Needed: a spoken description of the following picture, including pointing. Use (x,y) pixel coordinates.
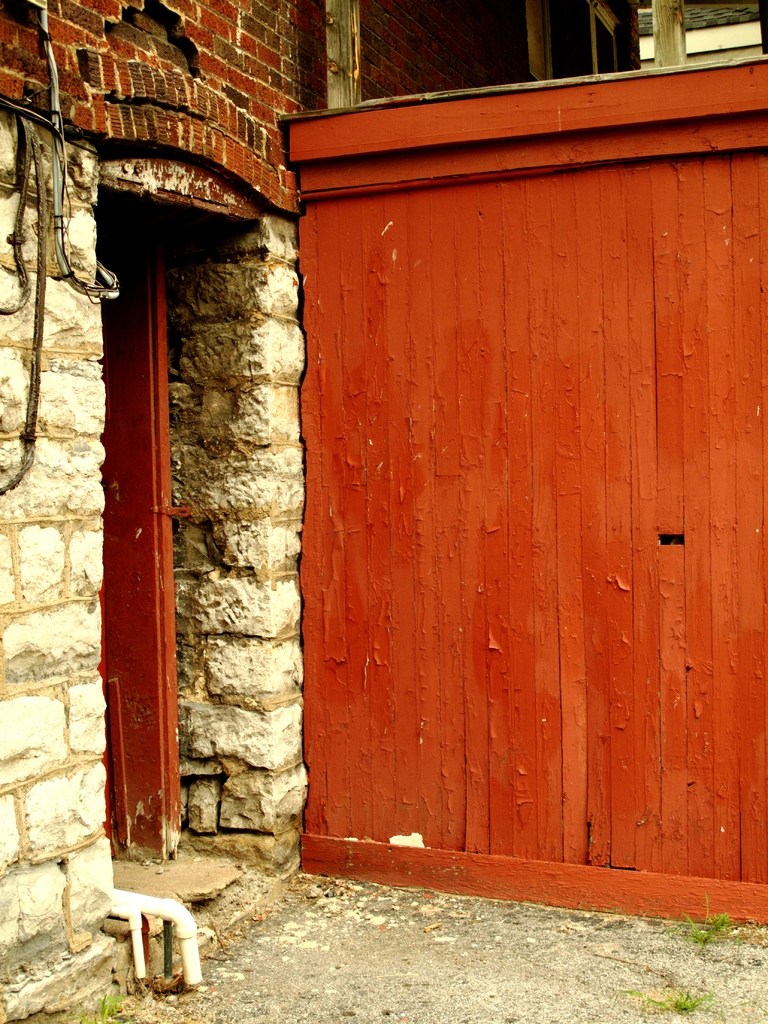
In this image, we can see a wall (171,298) and there is a door (161,369) and we can see some pipes (133,914). At the bottom (335,933), there is ground (370,900).
